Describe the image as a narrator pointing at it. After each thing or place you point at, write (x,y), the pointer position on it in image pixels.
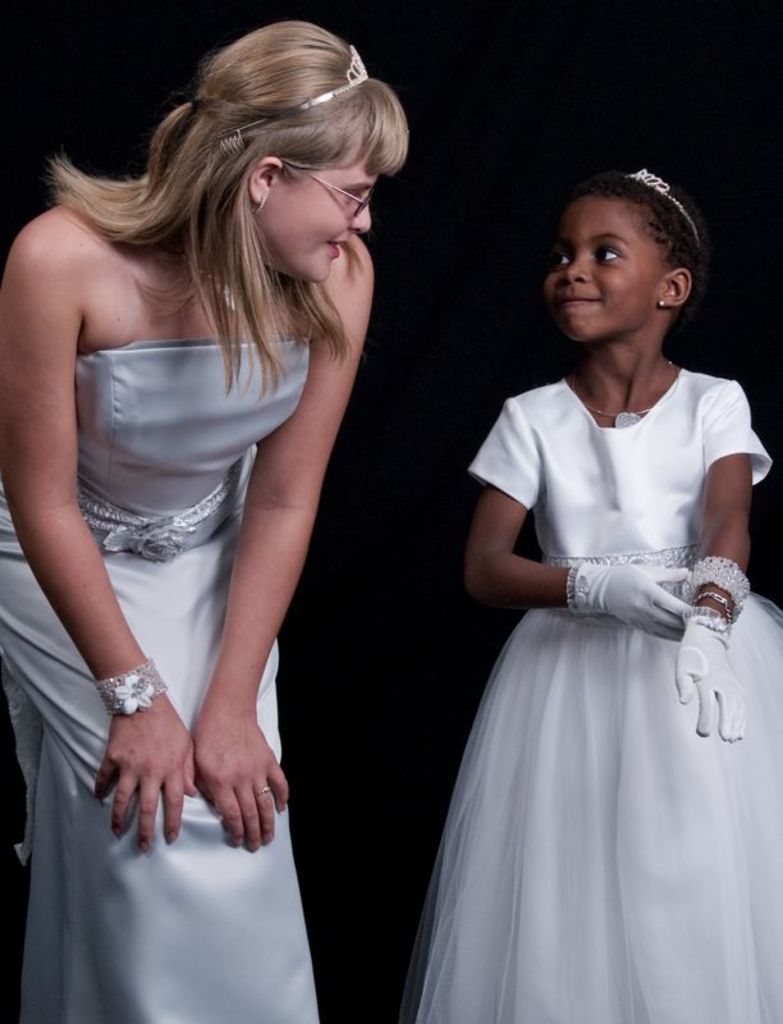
The girl (643,559) on the right corner of the picture (632,594) wearing white dress (576,701) is looking at the woman (184,619), who is beside her. The woman (206,468) is wearing a white dress (154,836) and she's even wearing spectacles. Both of them are smiling. In the background (422,216), it is black in color.
